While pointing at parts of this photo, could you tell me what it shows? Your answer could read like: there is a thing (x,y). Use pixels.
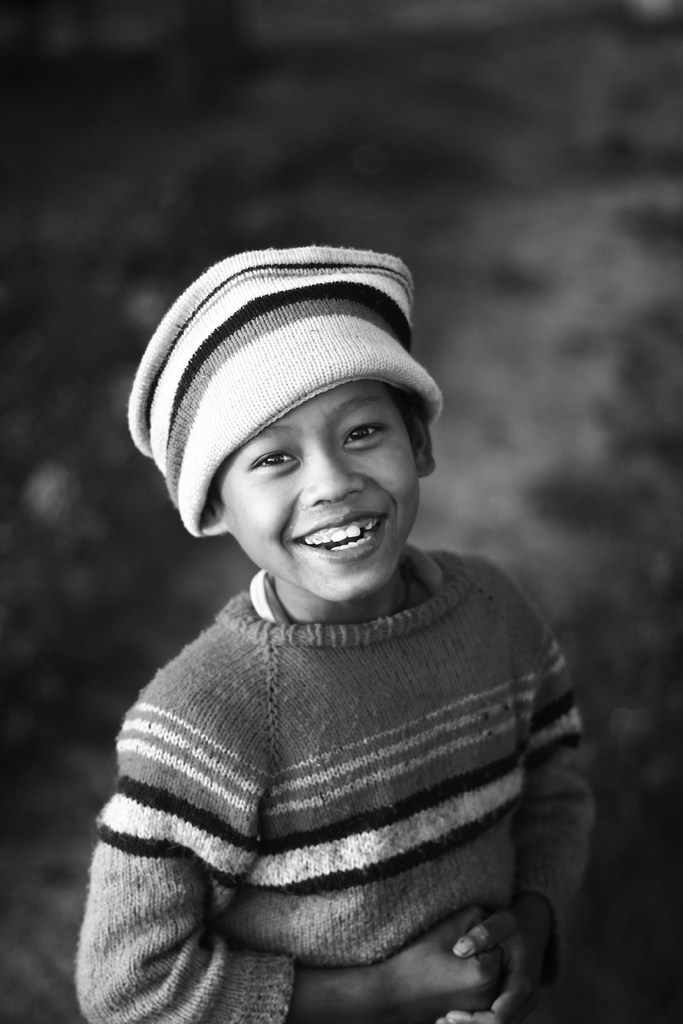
In the image we can see there is a kid (347,685) standing and he is wearing sweater (325,809) and cap (203,395). The image is in black and white colour.
